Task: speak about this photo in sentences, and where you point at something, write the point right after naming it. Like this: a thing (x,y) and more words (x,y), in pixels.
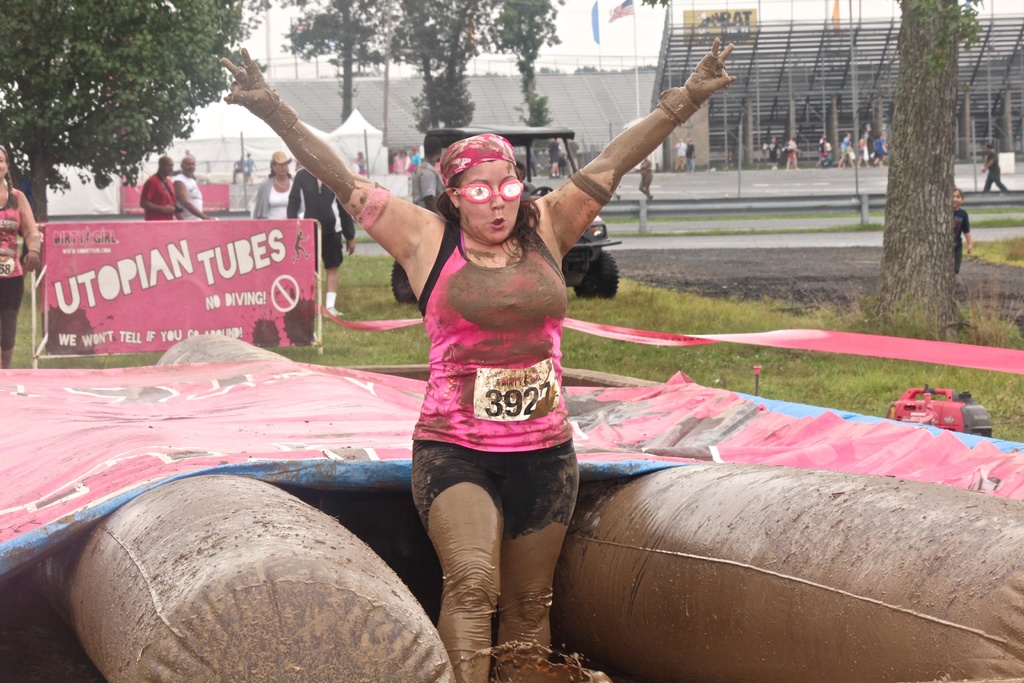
In this image I can see a woman (397,253) standing and completely with the mud (631,142) to her hands (708,81) and to her other body parts (467,596) I can see two pillow like structures (266,603) just besides to her and these are completely filled with the mud (219,534) and there is a carpet (336,469) which is lying over this pillow like structures (210,544) and here is a board (92,247) stating UTOPIAN TUBES and there are people (271,161) standing just behind this board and I can see background (810,40) with a shed (585,93) and I can see some people (849,148) walking just below the shed (834,130) and I can see a tractor (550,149) in the center of the picture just behind the woman (501,317) standing.
